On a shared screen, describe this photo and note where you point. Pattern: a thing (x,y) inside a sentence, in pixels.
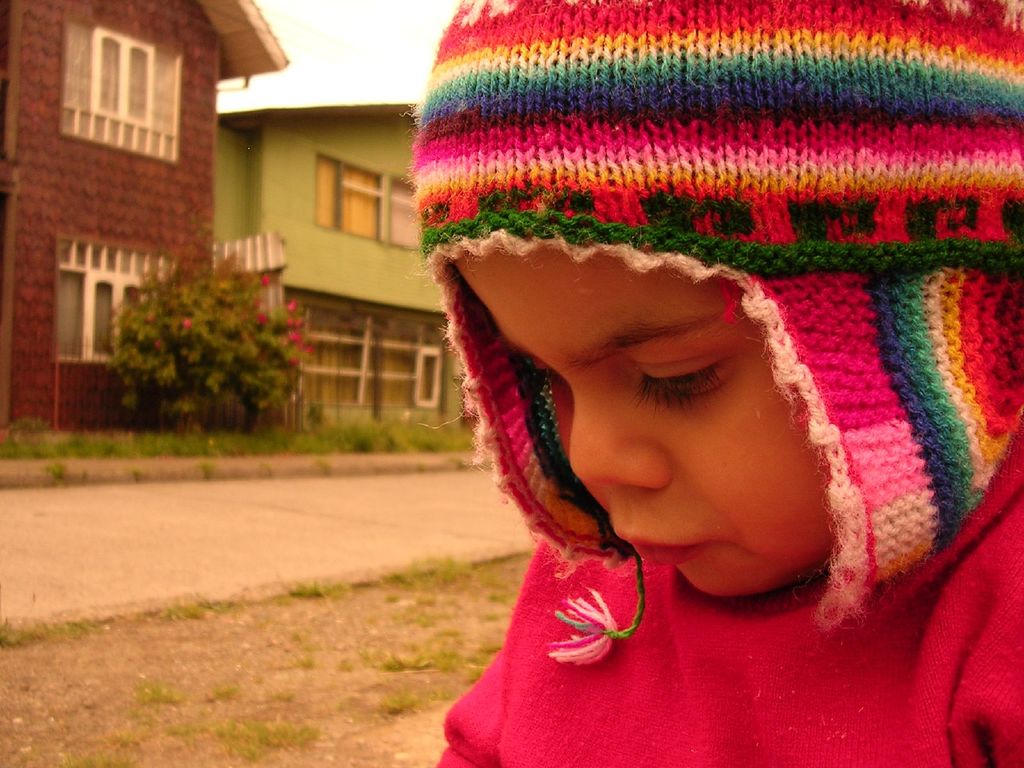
In this image there is a kid (561,411) with a monkey cap (691,102), and in the background (335,412) there is grass (45,455), plant (157,318) with flowers (292,339), houses (278,295), sky (351,54).
